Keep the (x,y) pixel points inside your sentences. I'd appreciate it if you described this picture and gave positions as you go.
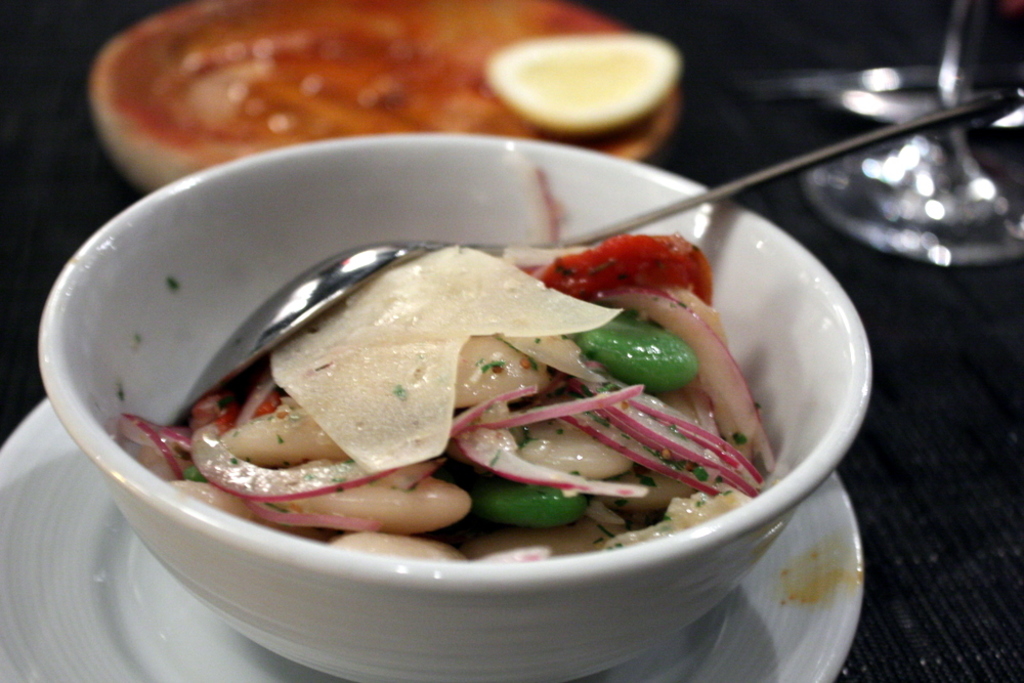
In this image I can see a white bowl (442,401) of food item (446,397) and a spoon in it. There is a white plate (54,648) below it. The background (2,78) is blurred.
